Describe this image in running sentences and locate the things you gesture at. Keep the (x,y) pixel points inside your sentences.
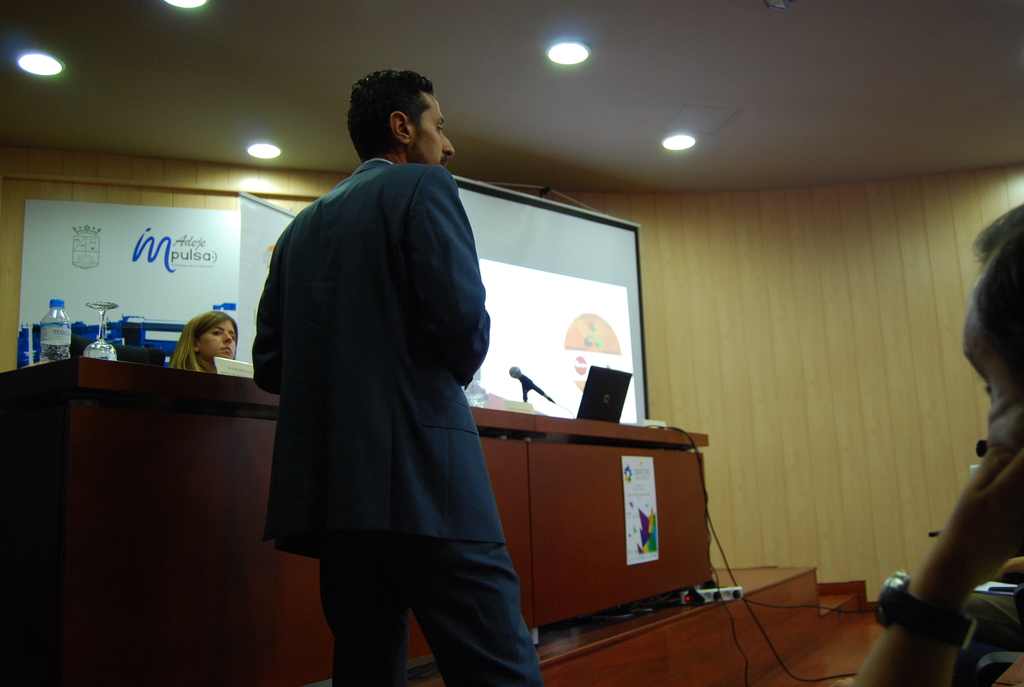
This is the picture taken in a room (405,367), the man (372,365) in a blazer (360,350) was standing on a floor (607,640). In front of the man (374,353) there is a table (523,438) on the table (529,436) there are microphone (519,368), laptop (605,411), bottle (58,345) and glass (94,346) and a projector screen (524,314) and there is a ceiling light (558,59) on top (30,65).
